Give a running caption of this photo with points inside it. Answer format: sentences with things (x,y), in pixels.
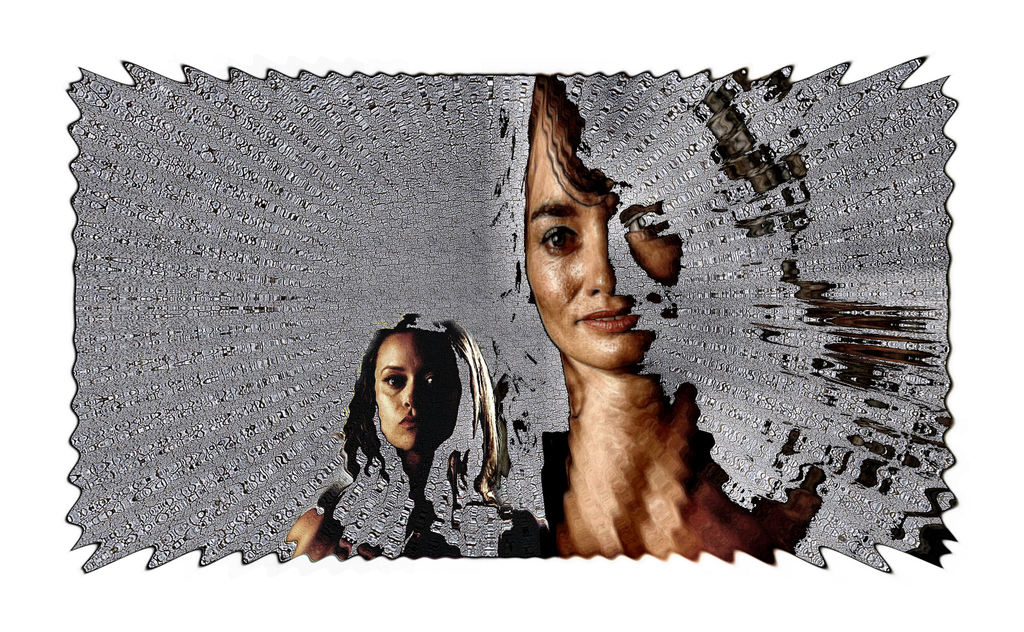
It is the graphic image in which we can see the two girls (480,422) one beside the other. There is some gray on their faces (424,387).
